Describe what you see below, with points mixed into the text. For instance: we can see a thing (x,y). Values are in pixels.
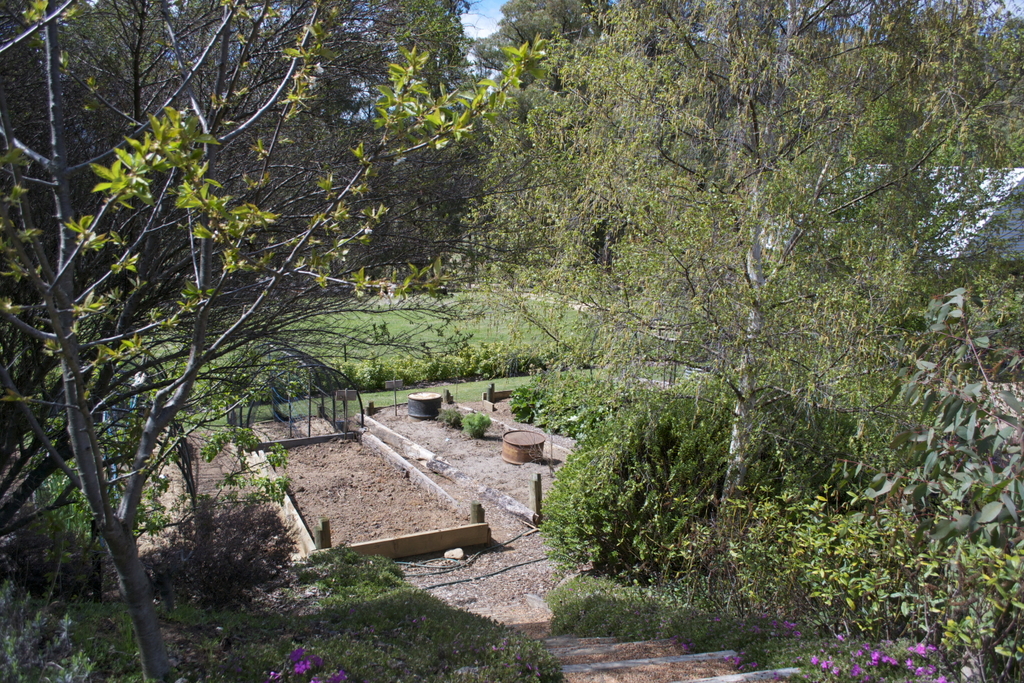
In this picture I can see plants (197,528), flowers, at the right side of the image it is looking like a house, and in the background (643,192) there are trees (558,15) and the sky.
